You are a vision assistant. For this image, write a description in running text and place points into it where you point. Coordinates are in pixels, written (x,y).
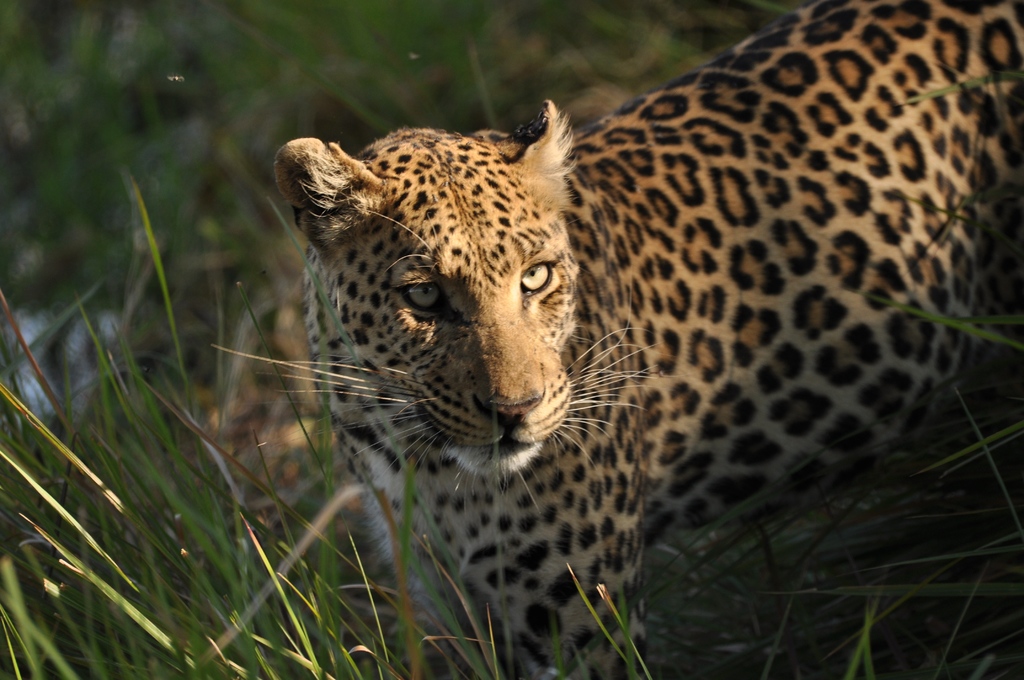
As we can see in the image there is grass (913,556) and leopard (537,236).
